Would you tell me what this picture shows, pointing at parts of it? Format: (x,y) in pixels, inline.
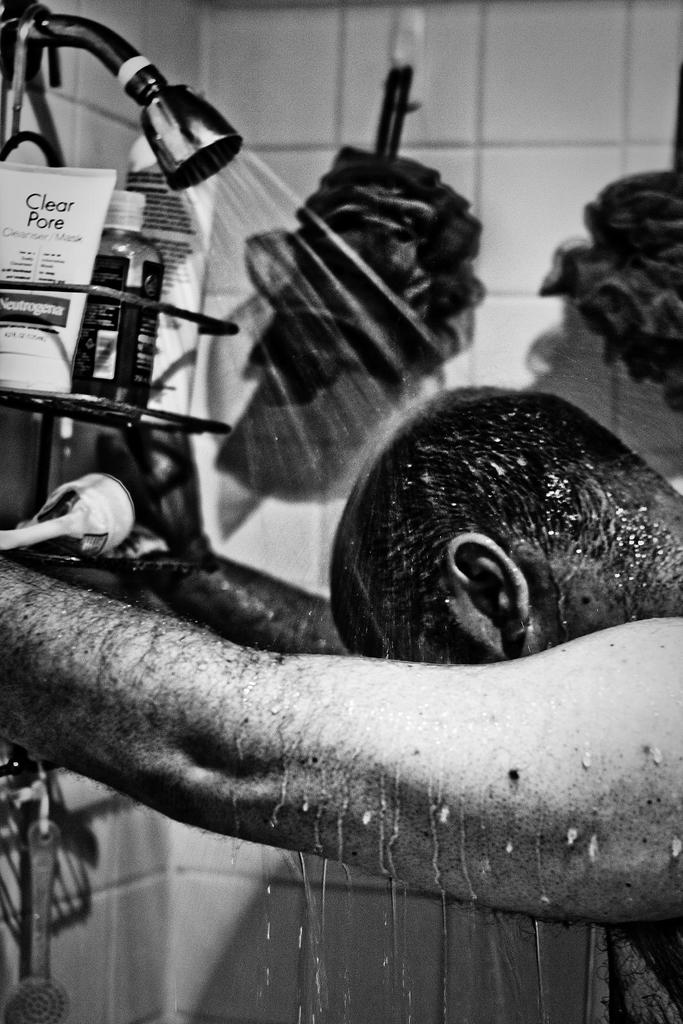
This is a black and white image and here we can see a person (333,680) standing and at the top (163,156), there is a shower (150,88) with water (277,268) and we can see bottles (107,306) and tubes (11,267) on the stand (56,413) and there are bath sponges (431,253) hanging and there is a wall (538,138) and we can see some other objects (51,857).
